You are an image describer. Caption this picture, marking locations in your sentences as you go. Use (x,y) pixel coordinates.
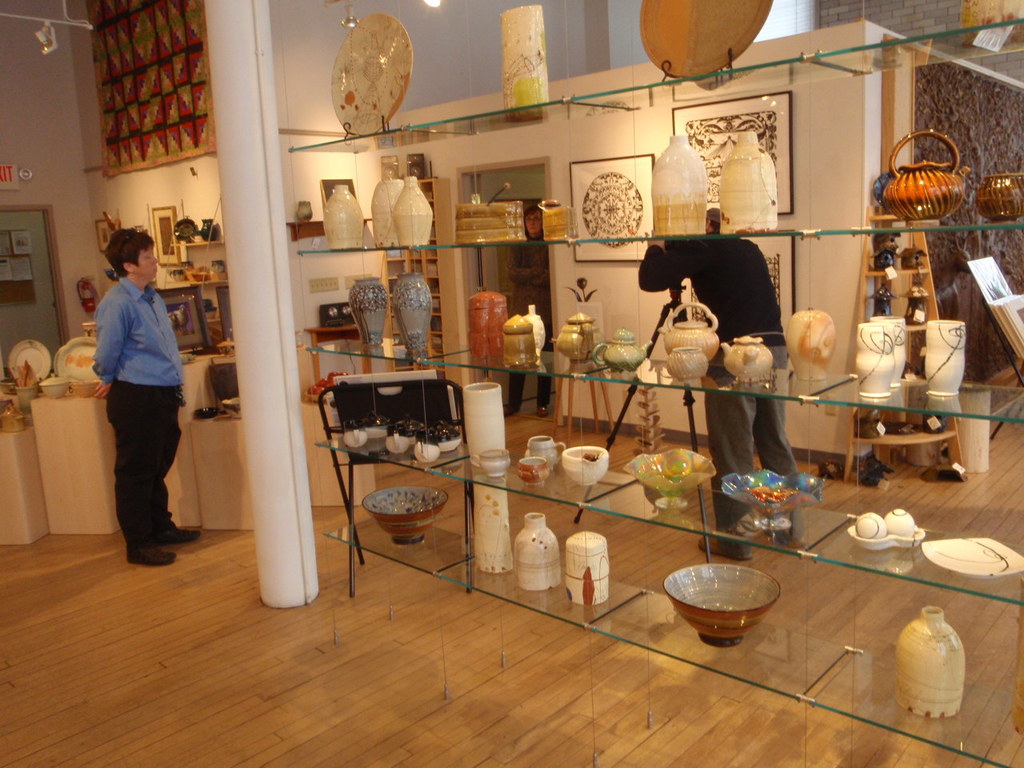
In this image, we can see a brown color floor (528,658), there is a glass rack (369,355) and there are some glass objects (479,301) kept in the rack (403,248), we can see two men (678,273) standing.
